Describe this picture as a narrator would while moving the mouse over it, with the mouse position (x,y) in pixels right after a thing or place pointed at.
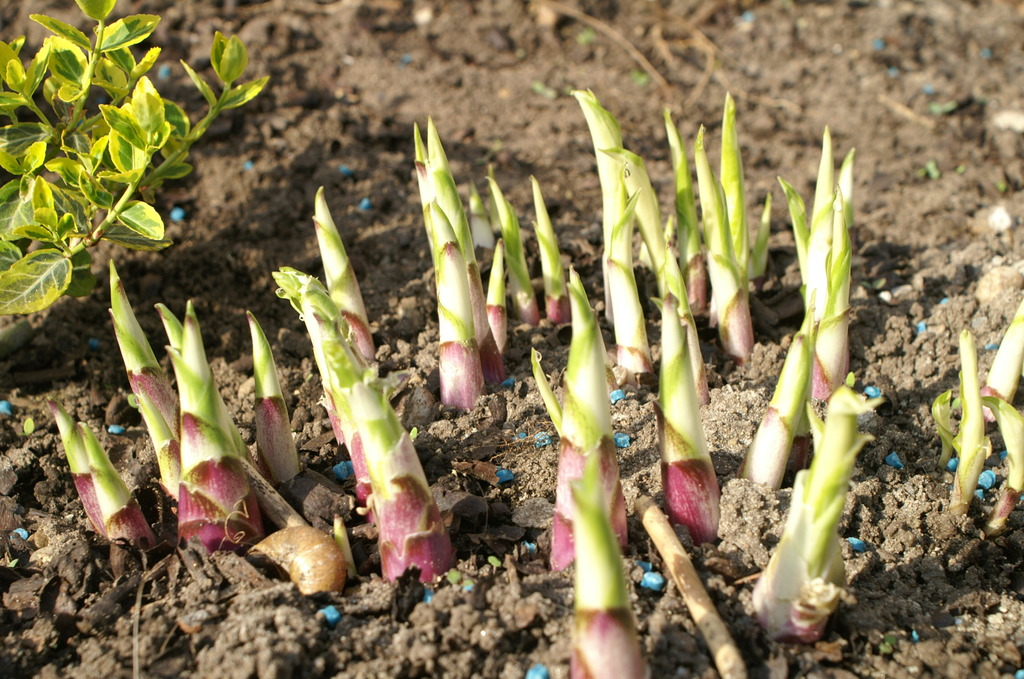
In this image there are small sprouts (570,385) coming out from the soil (455,629). On the left side (79,164) there is a plant (70,158).
